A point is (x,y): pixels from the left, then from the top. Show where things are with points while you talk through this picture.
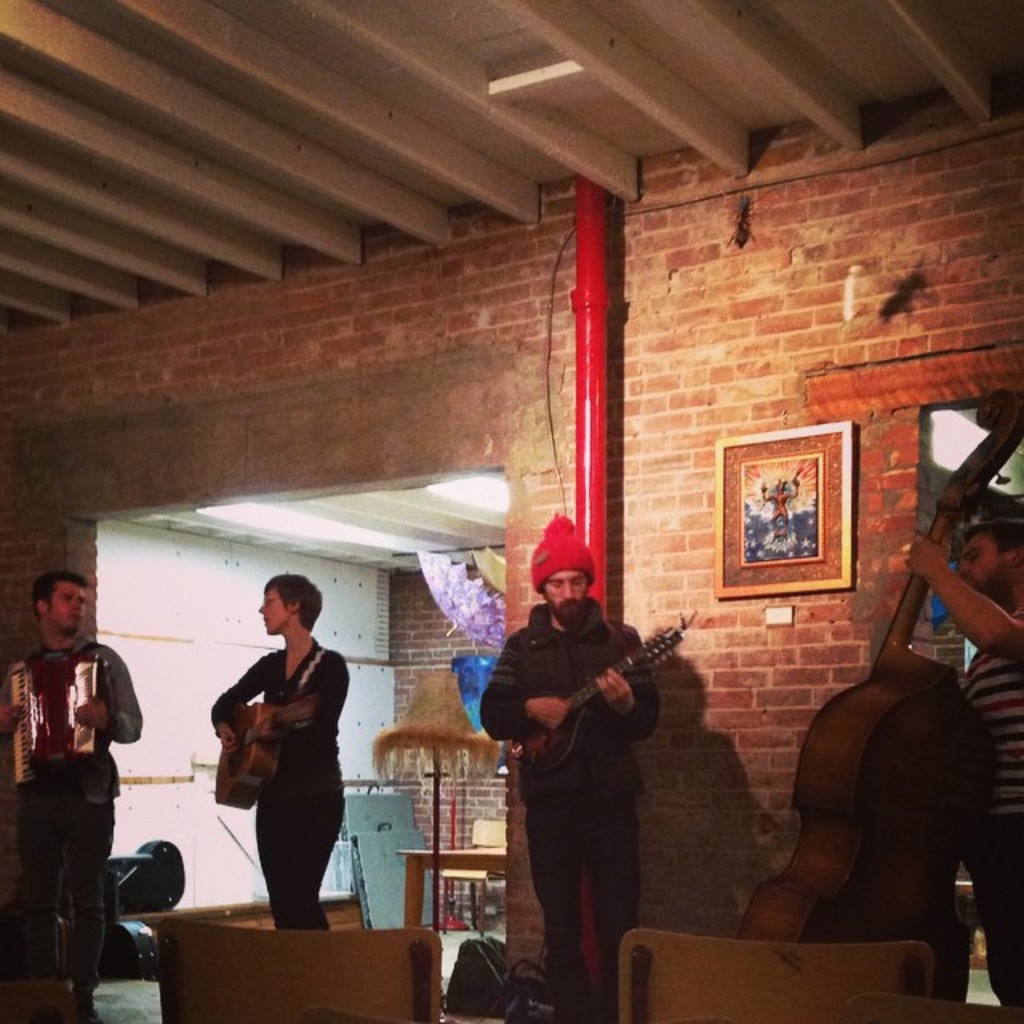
This image is taken inside a room (457,823), there are four people (644,680) in this room (30,612). At the background (636,365) there is a wall (623,402) and a pipe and a frame (761,520) on it. At the top of the image (800,11) there is a roof (349,94). In the left side of the image (39,927) there is a man (22,854) standing and playing a musical instrument (76,750). In the middle of the image (519,666) a man (609,650) is standing and holding a guitar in his hand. In the right side of the image (1016,819) there is a man (1011,962) standing and holding a double bass (867,740).
